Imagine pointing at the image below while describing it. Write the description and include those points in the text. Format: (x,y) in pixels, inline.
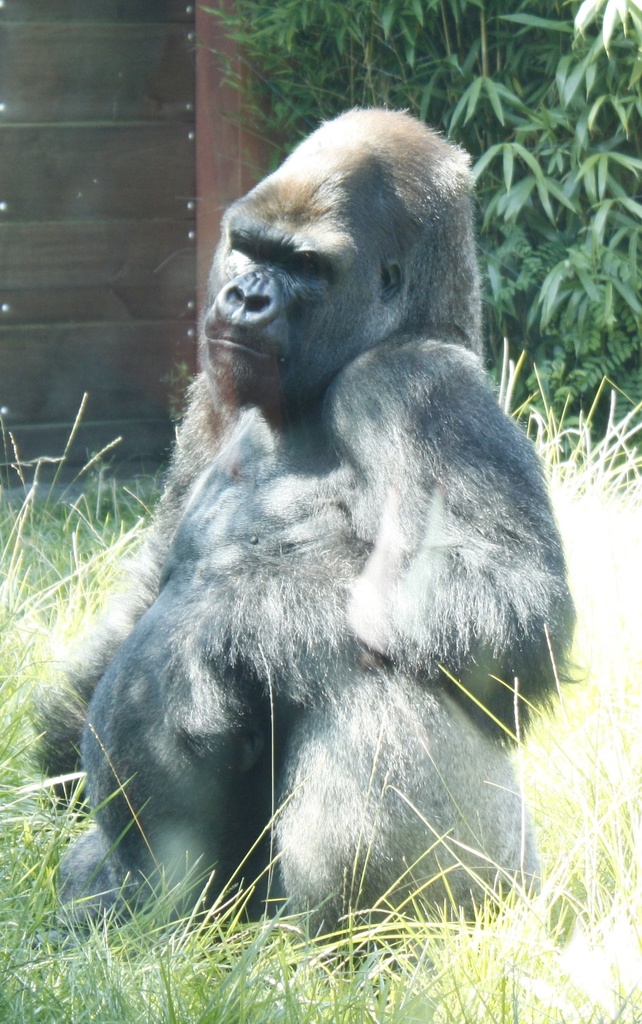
In this image I can see an animal (249,509) and the animal (310,638) is in black color. In the background (336,81) I can see few plants (469,49) in green color and I can also see the wooden object (82,204).
